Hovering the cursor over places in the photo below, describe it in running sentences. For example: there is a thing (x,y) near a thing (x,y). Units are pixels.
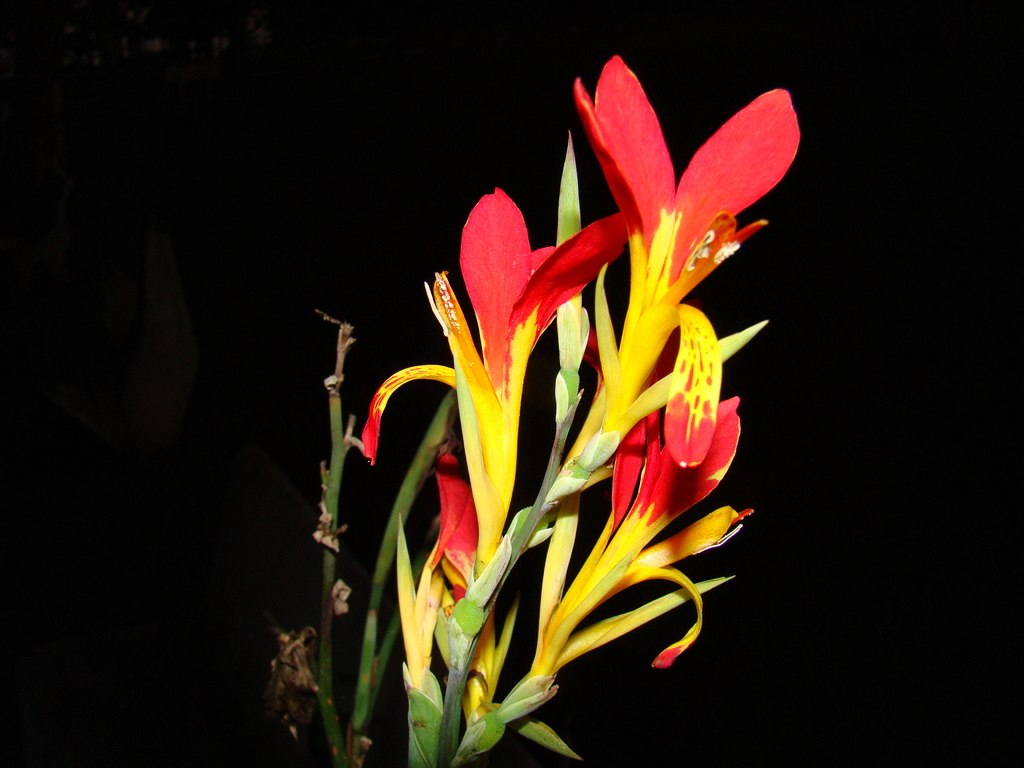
In this image in the front (629,201) there are flowers (489,424).
